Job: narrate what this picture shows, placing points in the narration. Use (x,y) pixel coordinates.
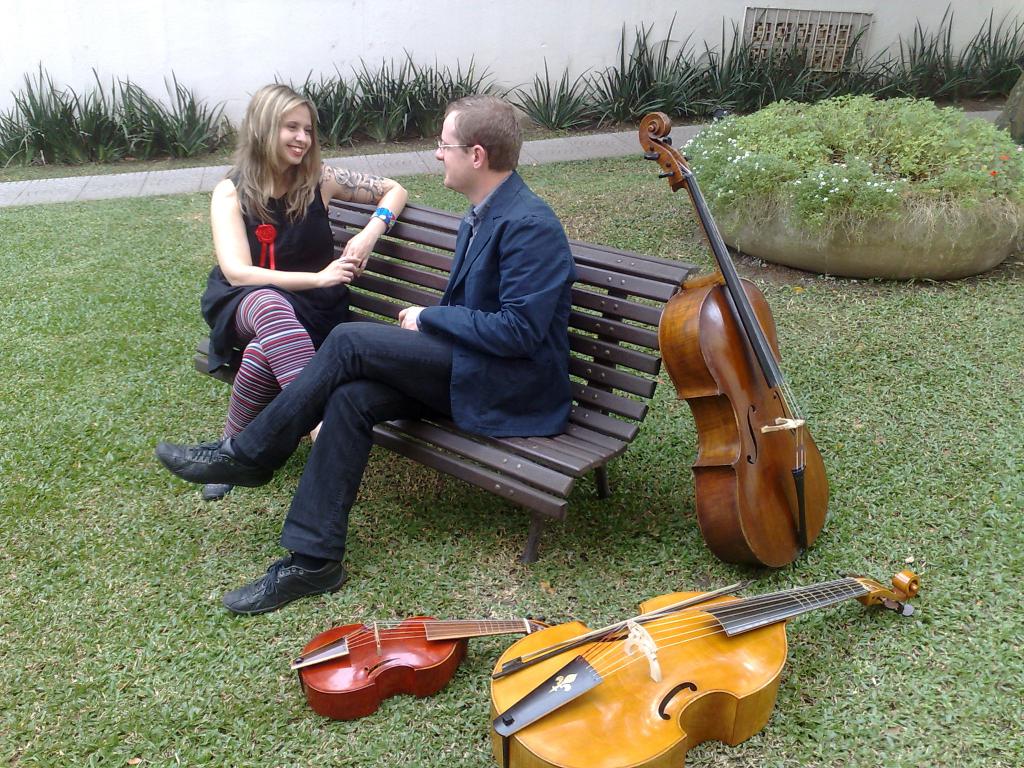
In this image I can see a man (419,341) and woman (292,312) sitting on the bench (549,472). There are three string instruments (874,598) on the grass (890,574). In the background (477,71) there are some plants (663,94) and a wall (511,24).
